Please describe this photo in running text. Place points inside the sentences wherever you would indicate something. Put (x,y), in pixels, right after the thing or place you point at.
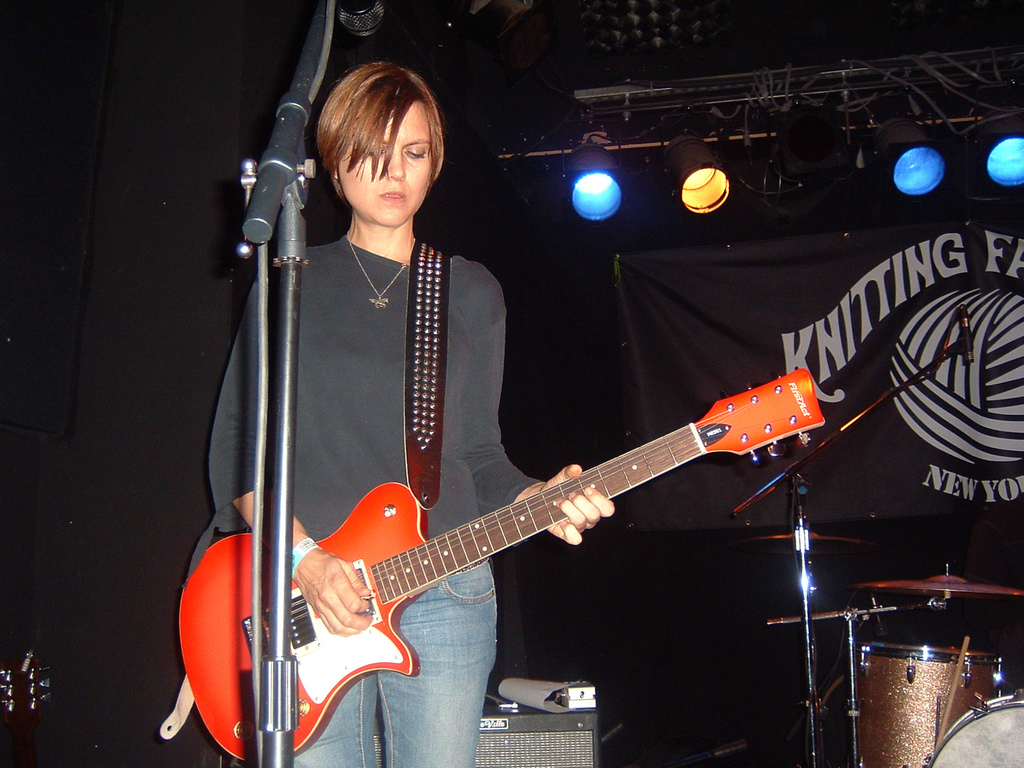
this picture shows a woman (420,686) standing and holding a guitar (811,403) in her hand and we see a microphone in front of her and we see drums (959,745) and few lights (698,172) on the top (942,154).
